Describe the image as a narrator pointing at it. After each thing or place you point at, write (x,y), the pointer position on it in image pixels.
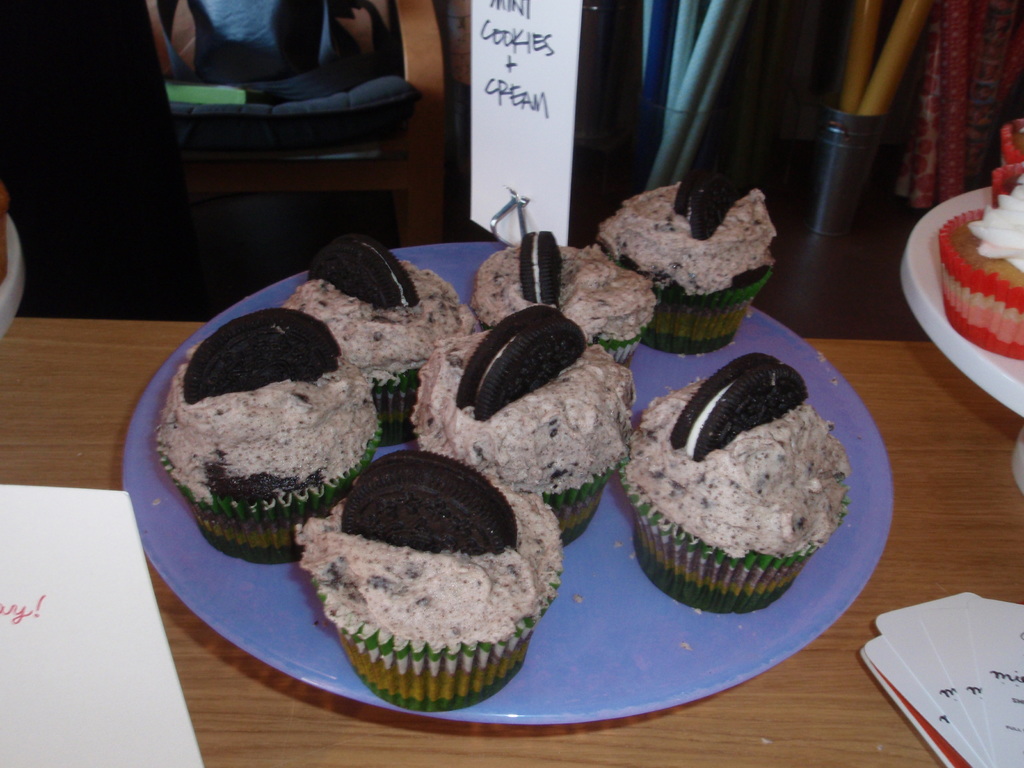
In the image in the center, we can see one table (319,744). On the table (320,752), we can see plates (863,434), banners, cupcakes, biscuits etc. In the background (115,73) there is a chair (370,48), curtain (1014,54) and a few other objects (856,157).
